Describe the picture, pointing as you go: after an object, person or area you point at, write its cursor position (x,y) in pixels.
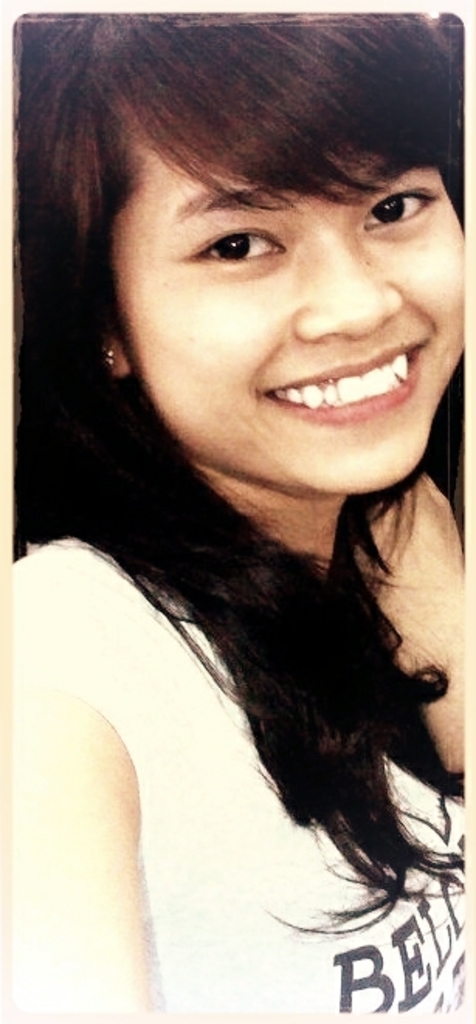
In this image we can see a woman (281,874).
